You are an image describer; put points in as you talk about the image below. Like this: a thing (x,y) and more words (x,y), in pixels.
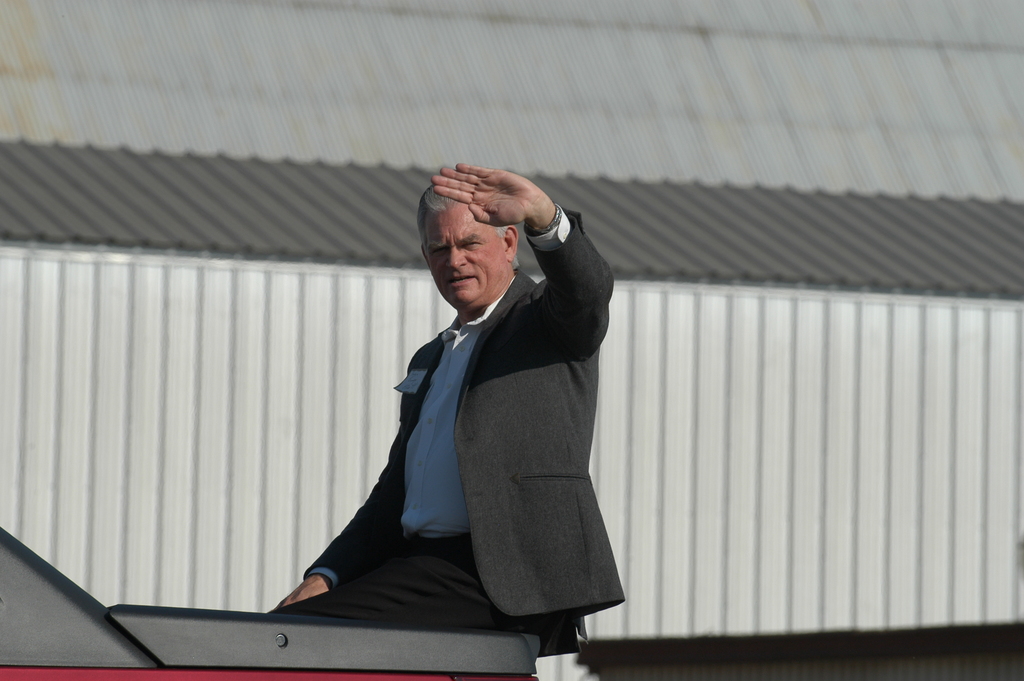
In this image there is a person (512,544) sitting on the vehicle (223,654), and in the background (601,422) there is a shed (240,258).
